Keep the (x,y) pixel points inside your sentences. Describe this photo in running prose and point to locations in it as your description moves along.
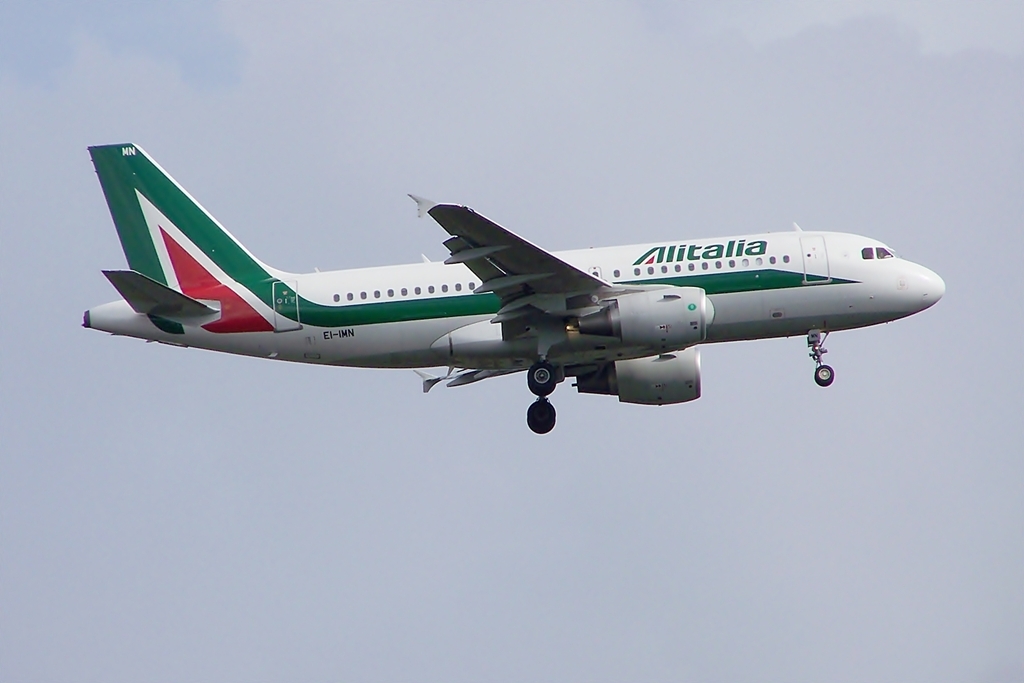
This image is taken outdoors. In the background (279,236) there is a sky (519,398) with clouds (655,116). In the middle of the image (633,368) there is an airplane (550,316) flying in the sky (751,364).
